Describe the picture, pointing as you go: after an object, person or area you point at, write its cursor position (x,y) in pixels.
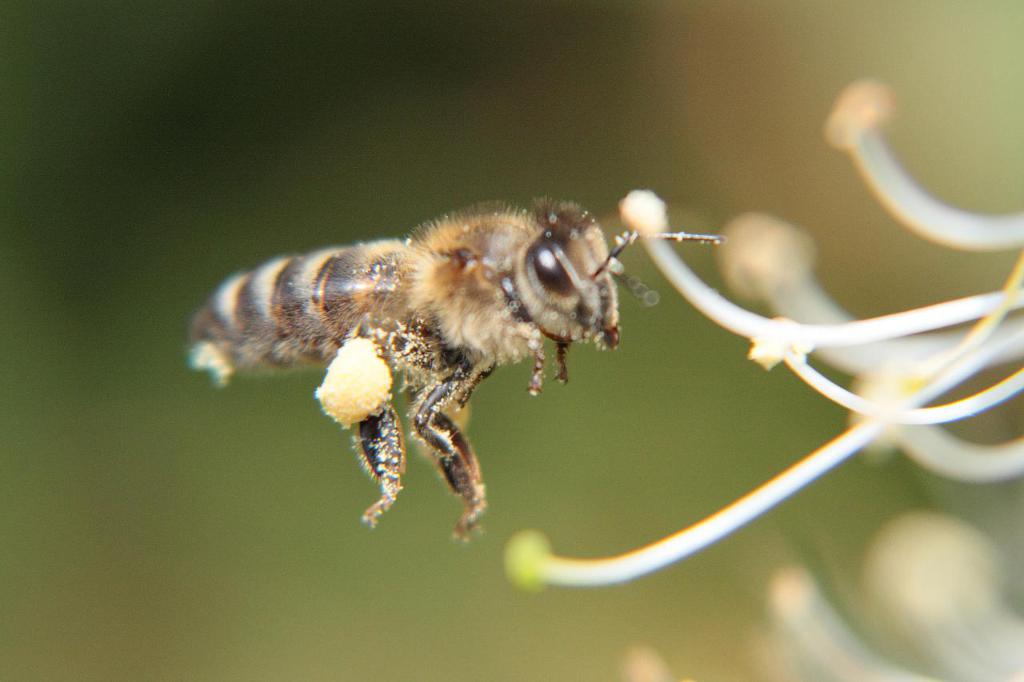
In this image I can see an insect (557,314) in brown and cream color and I can see the blurred background (88,632).
